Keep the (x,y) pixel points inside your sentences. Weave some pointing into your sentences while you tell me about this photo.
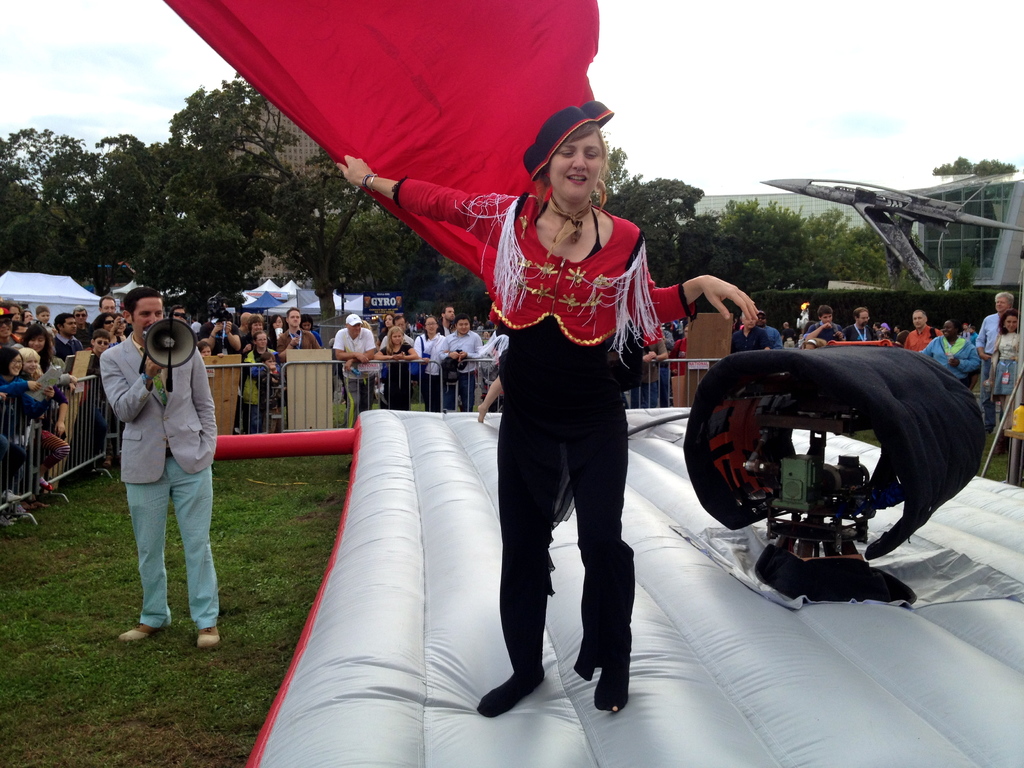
On the right side (911,510), there is a woman (596,451) wearing a cap (581,116), smiling, holding a red color flag (493,12) and on a gray color stage (446,417), on which there is an object (914,498). On the left side (134,424), there is a person (138,333) in a suit (176,394), holding a speaker (169,319) with a hand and standing on the ground (87,609), on which there is grass (125,615). In the background (75,424), there is a fence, outside this fence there are persons (994,316), tents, trees (724,252), a building (984,196) and there are clouds (78,81) in the sky (85,53).
